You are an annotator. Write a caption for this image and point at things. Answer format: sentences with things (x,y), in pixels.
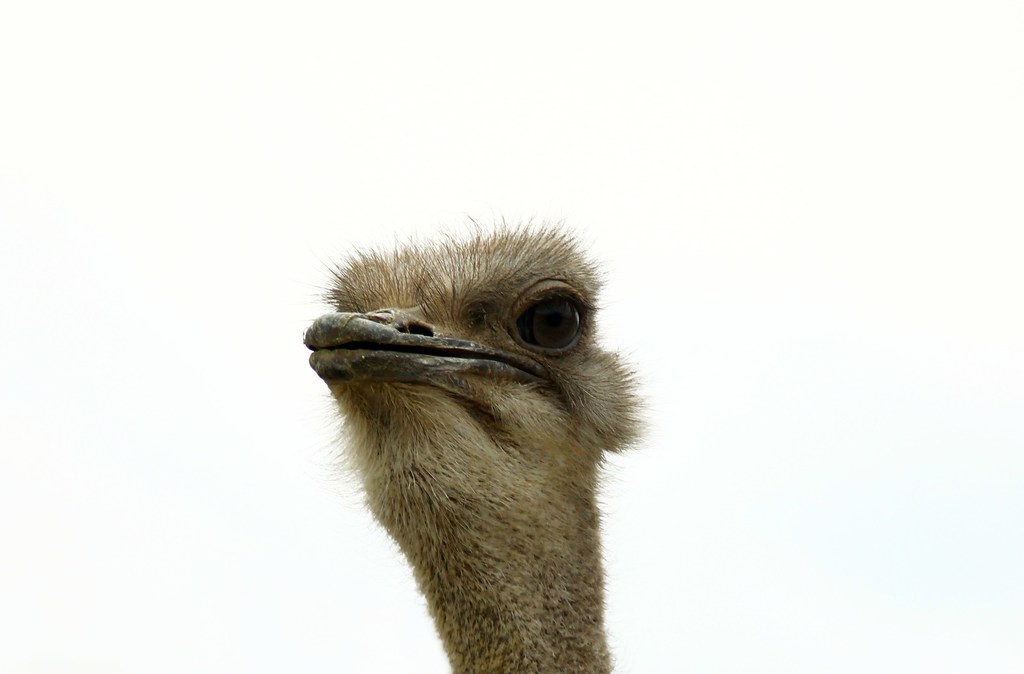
This is ostrich (488,465), this is white color.
